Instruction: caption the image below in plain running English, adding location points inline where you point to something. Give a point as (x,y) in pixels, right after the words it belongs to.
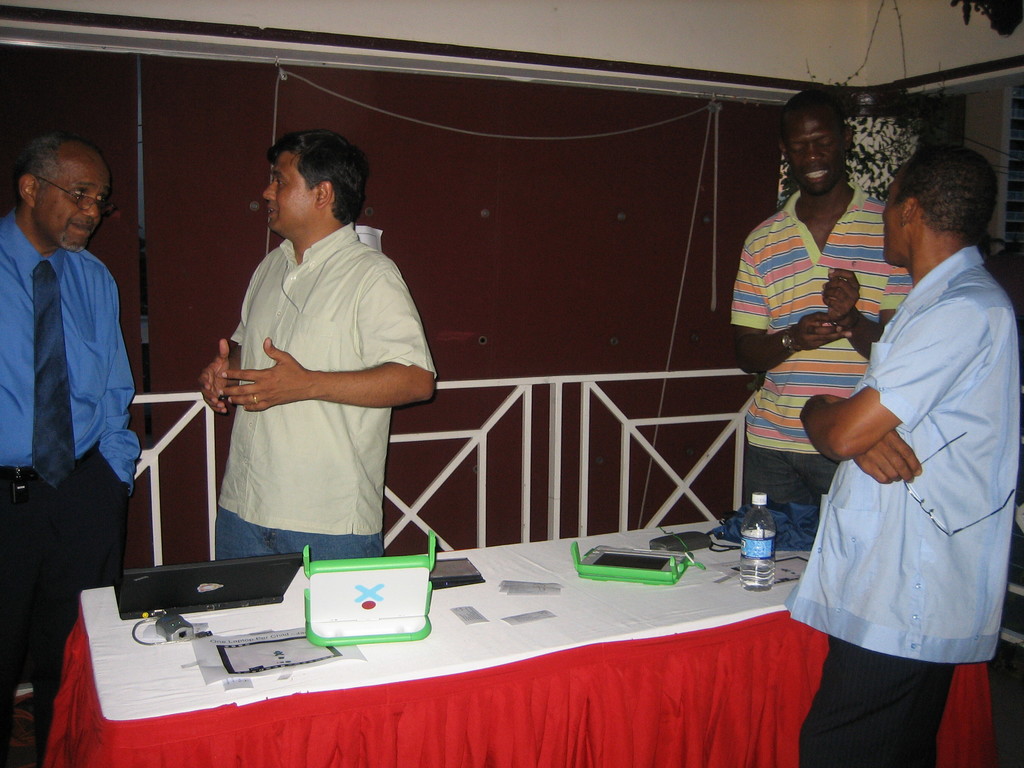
In this image I can see four people (809,370) standing. In front of them there is a laptop (261,570), bottle (757,535) and some of the objects (479,617) on the table (632,663). At the back side (488,23) there is a wall (733,121).
